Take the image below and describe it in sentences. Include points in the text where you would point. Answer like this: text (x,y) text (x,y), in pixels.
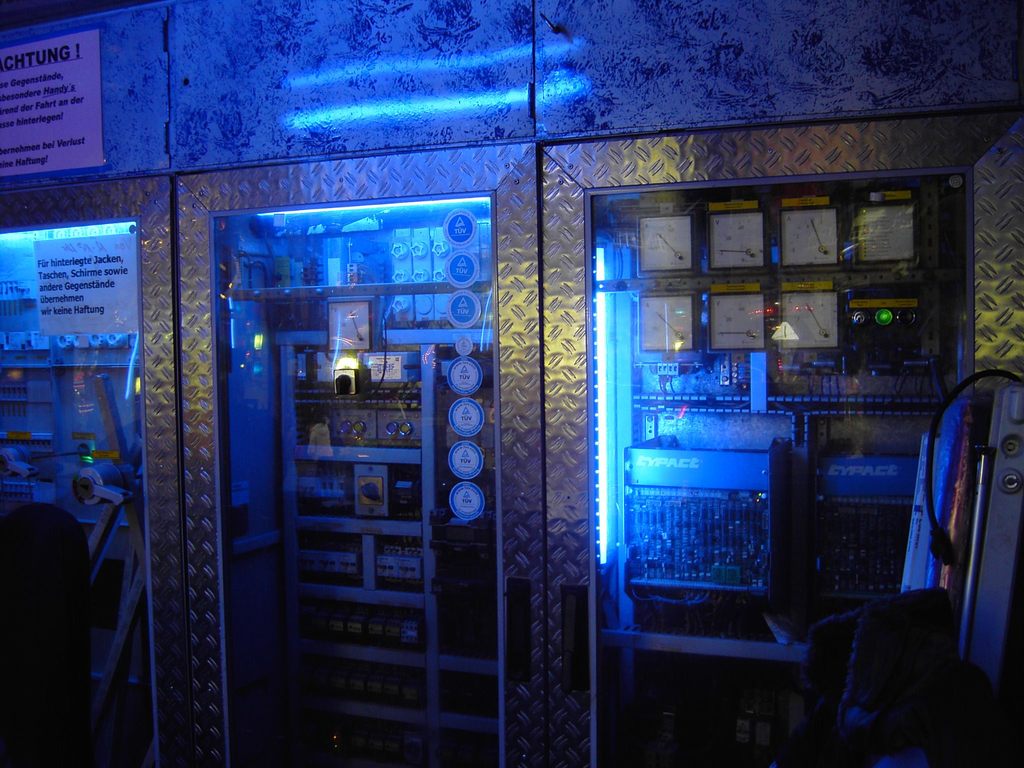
This picture seems to be clicked inside. In the center (460,374) we can see the cupboards (483,311) containing many number of items (851,356). On the right (1005,527) there is an object (935,629) seems to be placed on the ground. On the left corner (81,102) we can see the papers (79,253) on which the text (21,80) is printed on the papers (32,73).
